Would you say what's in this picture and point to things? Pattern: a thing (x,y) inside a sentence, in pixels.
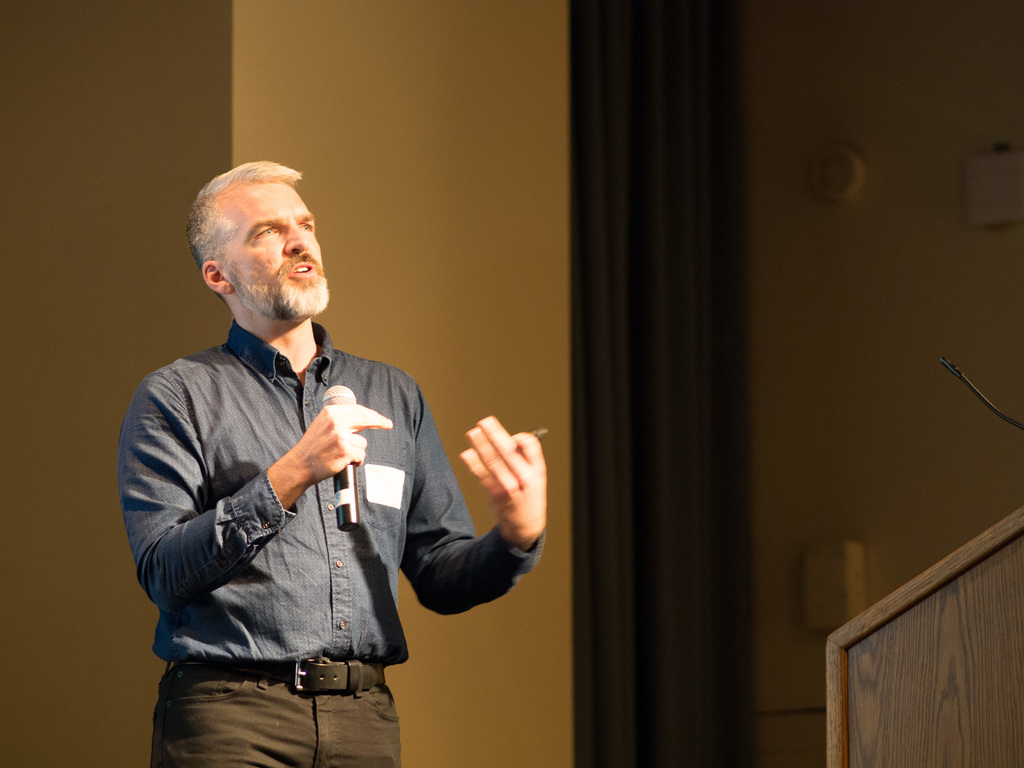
In this picture we can see a man (198,371) standing and holding a microphone (350,480) he is speaking something as we can see his mouth (301,272) in the background (657,346) we can see some curtains (681,325) and a wall (827,316) on right side (945,607) we can see a speech desk (982,640) with a microphone (963,372).
